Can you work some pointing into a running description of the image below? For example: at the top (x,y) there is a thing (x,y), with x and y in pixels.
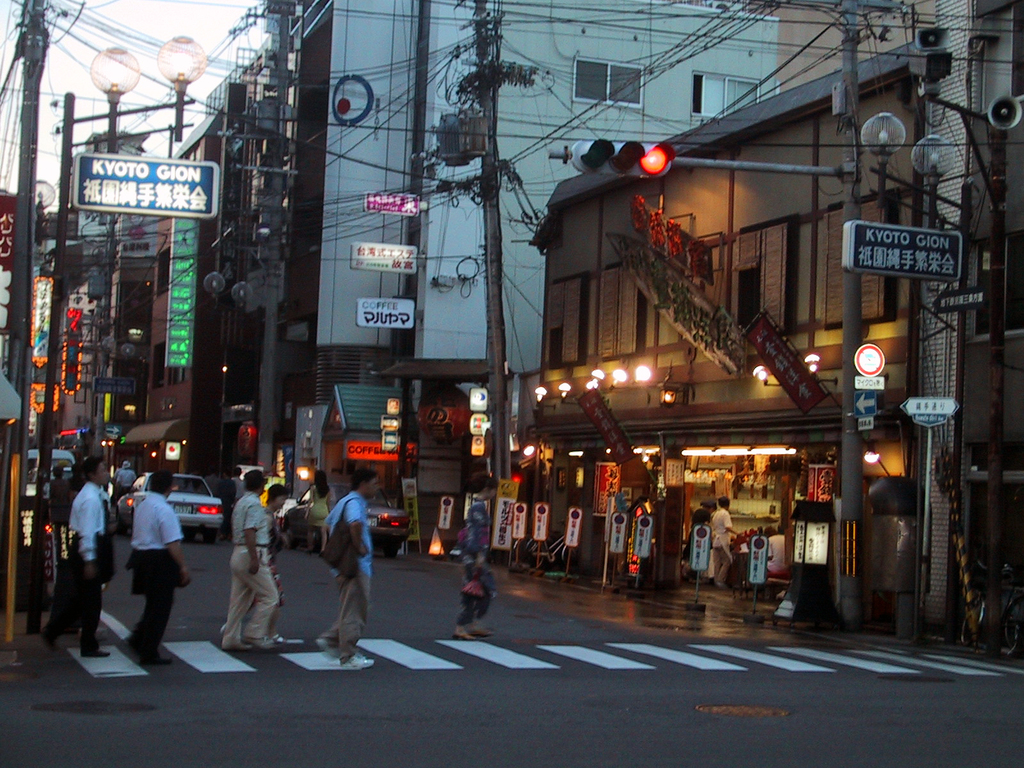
In this image there are people (259,621) crossing the road (550,651), on either side of the road (732,651) there are poles (500,434) wires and light poles (83,121), in the background (149,337) there are buildings (812,338), on that buildings (750,287) there are boards (384,209) and there are cars (183,474) on the road (220,541).
